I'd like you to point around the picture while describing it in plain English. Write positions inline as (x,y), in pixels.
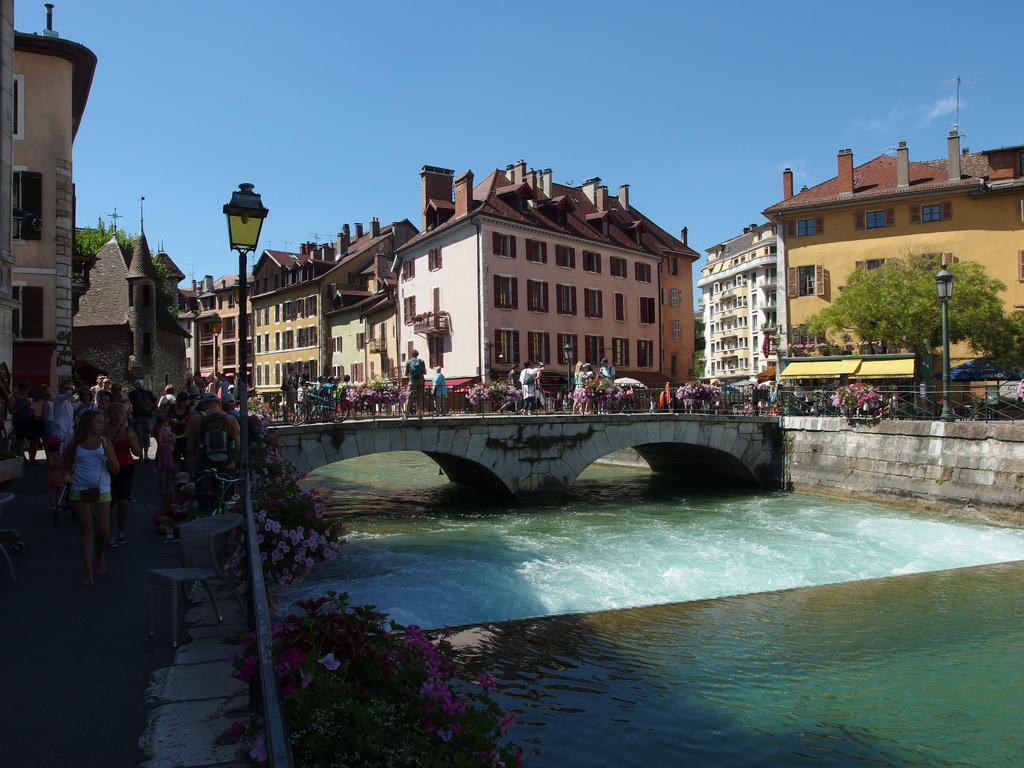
This is a picture of a city (847,419), where there is water (608,499), bridge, plants (289,708) with flowers (518,758), group of people (81,419), buildings (706,278), trees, poles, lights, and in the background (391,136) there is sky (512,128).
